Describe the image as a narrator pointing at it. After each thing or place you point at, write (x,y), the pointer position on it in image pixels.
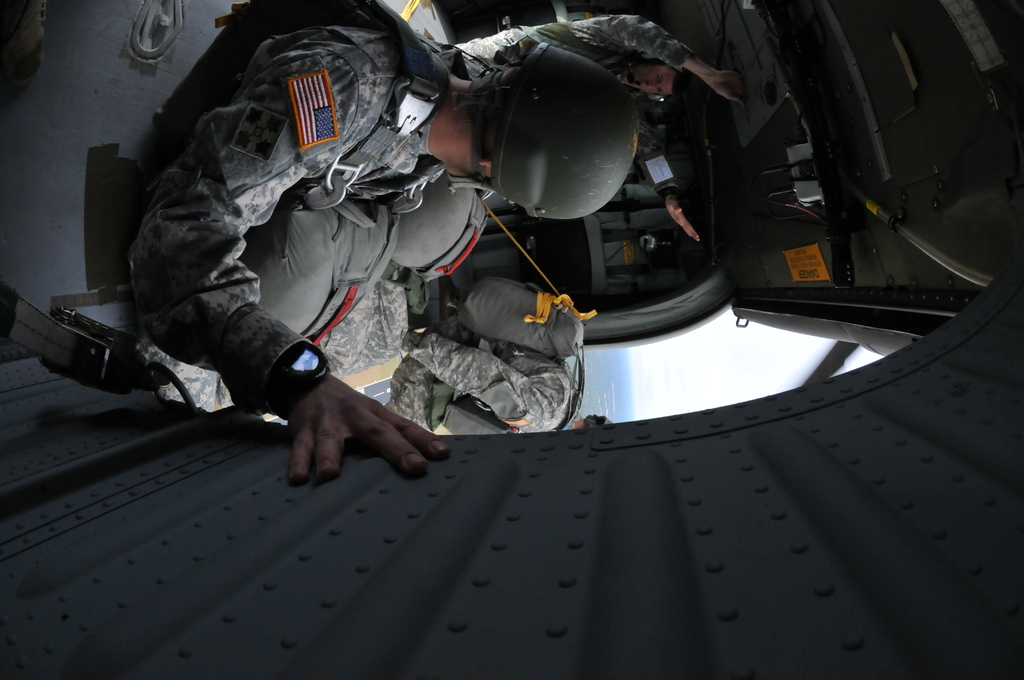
In this image, I can see three people (574,411). This looks like a helicopter (411,584). I can see a person (486,433) jumping from the helicopter (613,432). This is a rope (526,251) tied to a bag (558,316).
